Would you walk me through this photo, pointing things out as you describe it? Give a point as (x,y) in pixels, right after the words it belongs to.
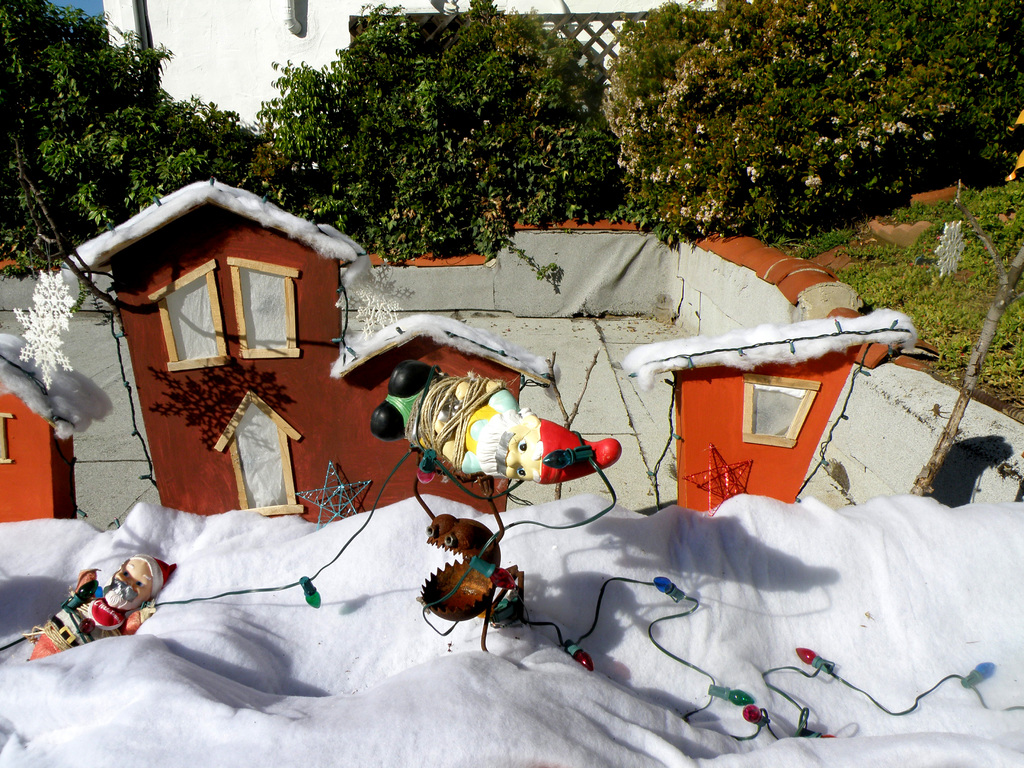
In this image in the foreground (222,436) there is home (309,418), toys (482,448), decorations (380,516) are there. in the background (474,137) there are trees (431,111) and building (308,56).
